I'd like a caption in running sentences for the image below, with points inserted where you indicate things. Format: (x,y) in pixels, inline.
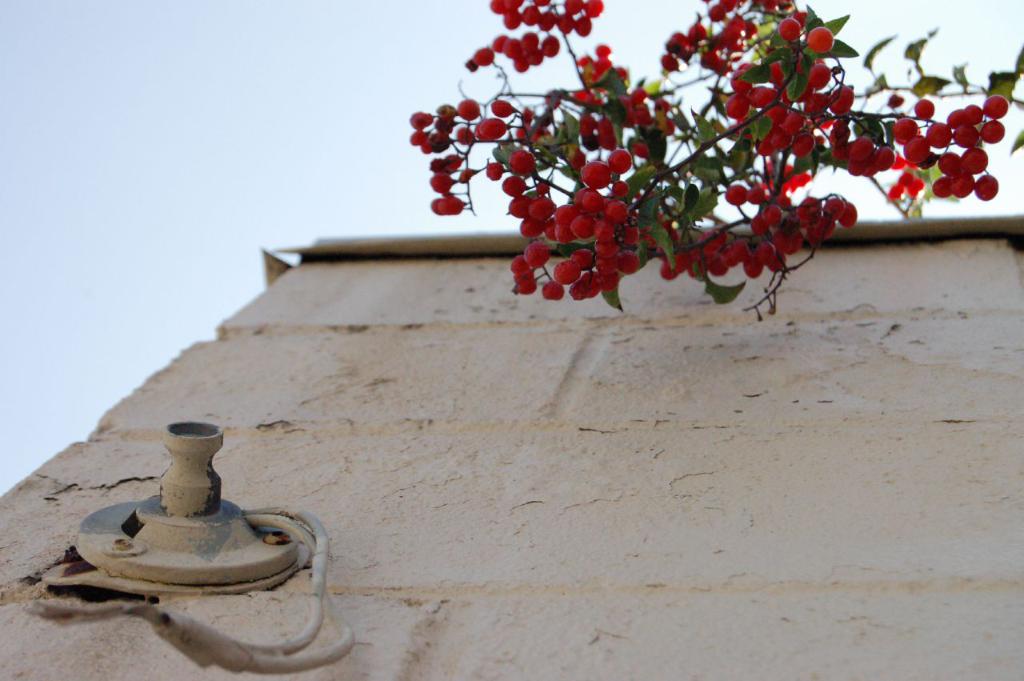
In this image, we can see a wall (611,642). Here there is an object (120,558) and wires (210,645) we can see. Top of the image (752,194), we can see red color fruits (823,237) with stems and leaves (702,216). Background (160,236) there is a sky (201,216).
